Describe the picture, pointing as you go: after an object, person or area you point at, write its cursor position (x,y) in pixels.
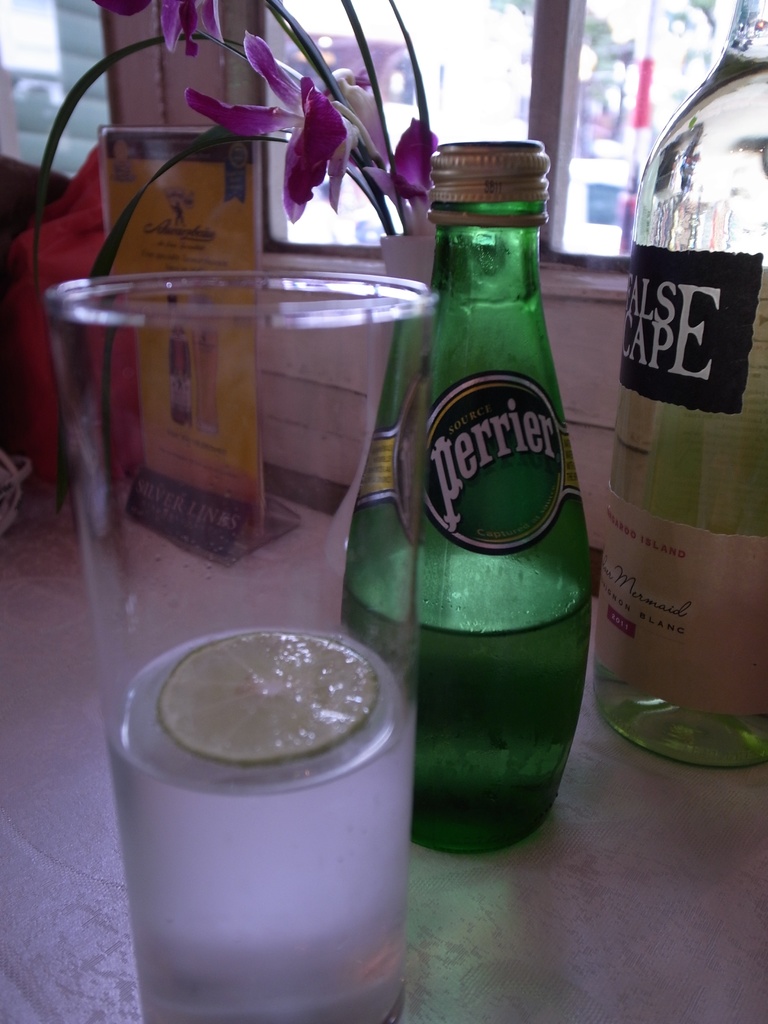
In this picture on the table (510,923) there are bottles (631,545) and a glass (307,764) with liquid (236,869) and lemon (270,730). Behind the glass (298,583) there is a board (172,239), flowers (380,176) and a glass window (369,223).
